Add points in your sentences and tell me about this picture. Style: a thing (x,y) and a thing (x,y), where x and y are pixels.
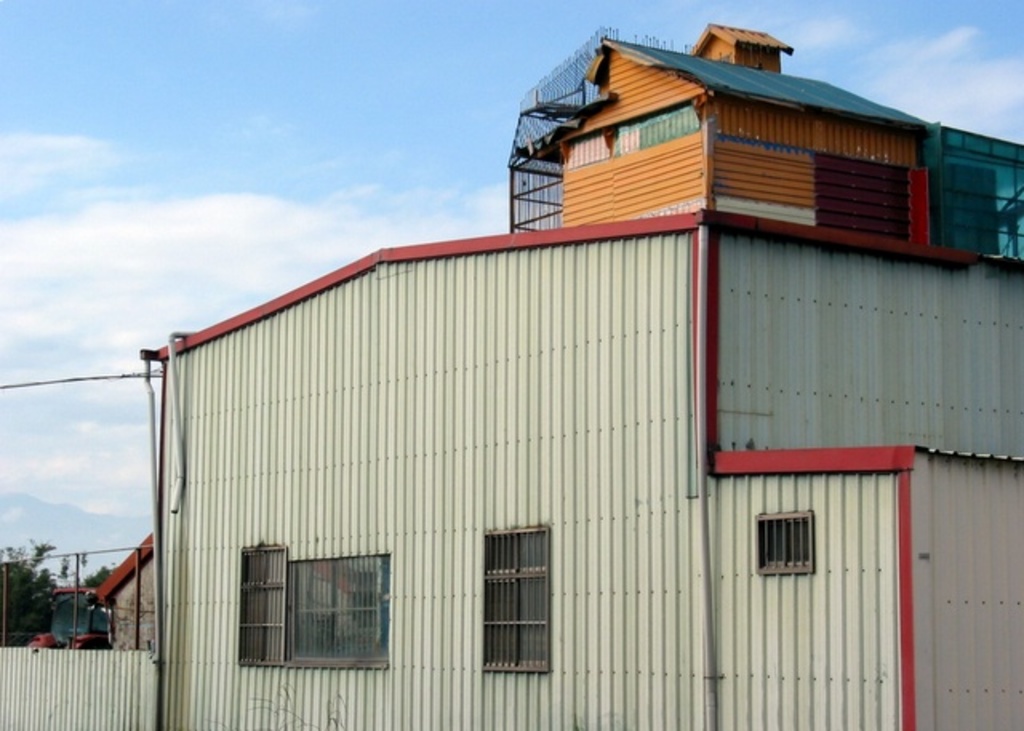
In the center of the image (507,429) we can see a shed (413,425). In the background (50,405) there is a vehicle (58,596), tree (49,581), sky (135,214) and clouds (102,227).
